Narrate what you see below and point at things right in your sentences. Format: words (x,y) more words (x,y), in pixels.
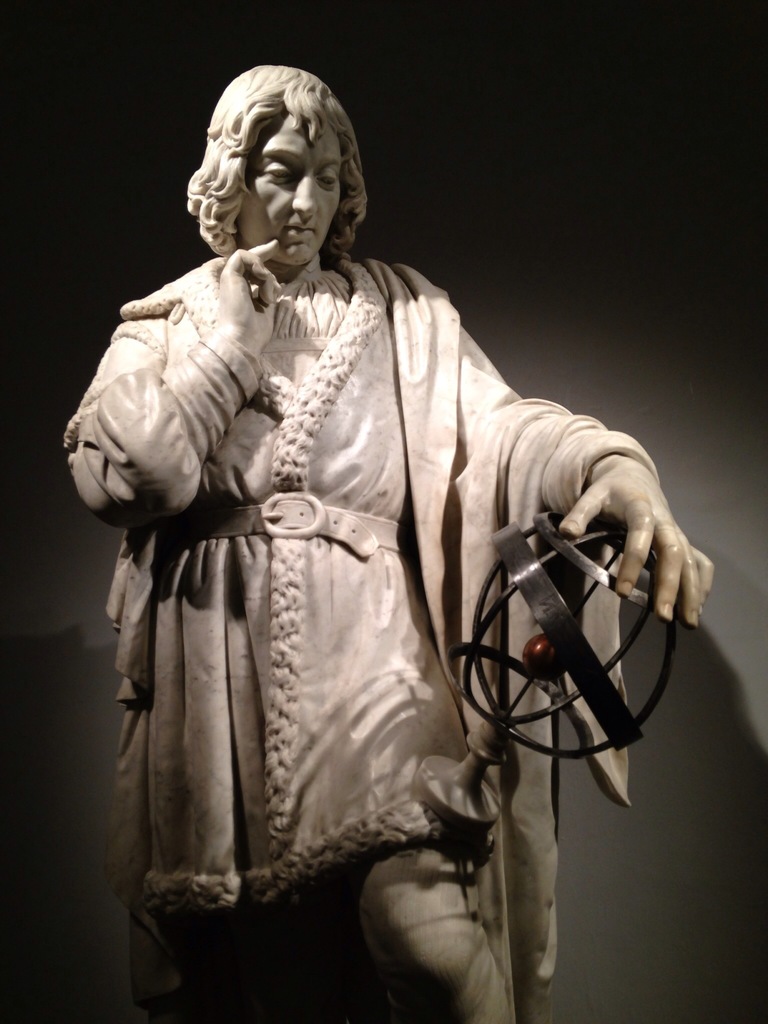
In this image there is a sculpture (285,413) standing and holding a round shaped object (525,601), and there is dark background (734,214).
